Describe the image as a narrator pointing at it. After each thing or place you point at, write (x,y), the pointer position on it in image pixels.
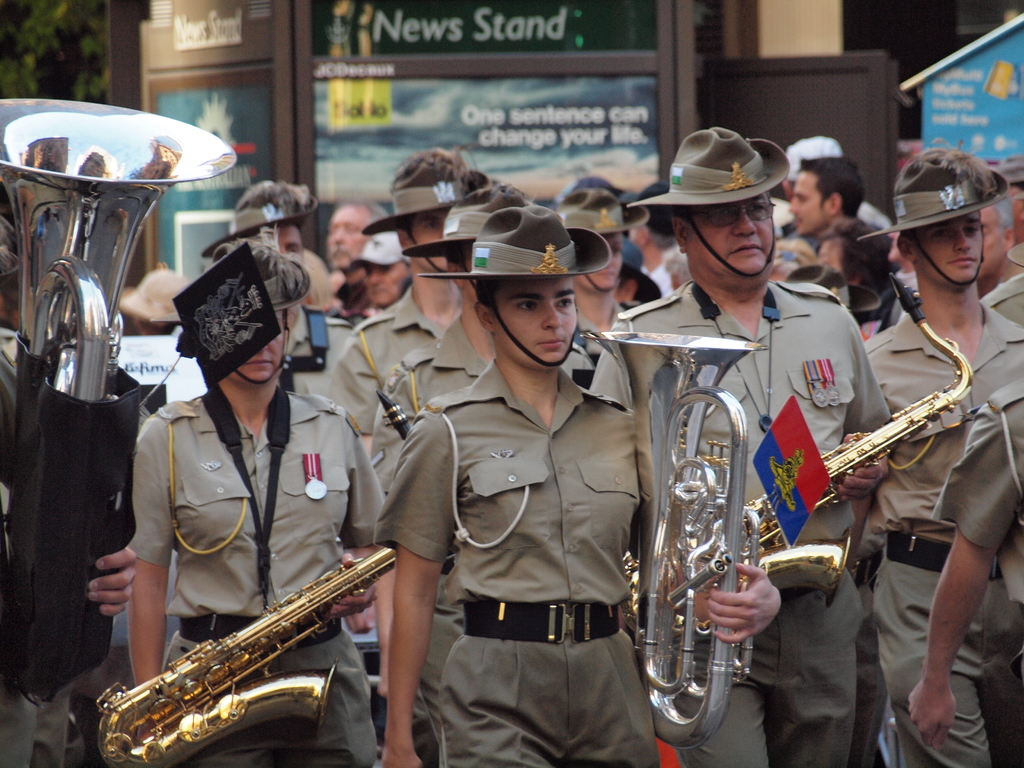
In this image we can see the army soldiers (703,153) and they are holding the musical instruments (367,570) in their hands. Here we can see a tree (14,46) on the top left side (100,37).
